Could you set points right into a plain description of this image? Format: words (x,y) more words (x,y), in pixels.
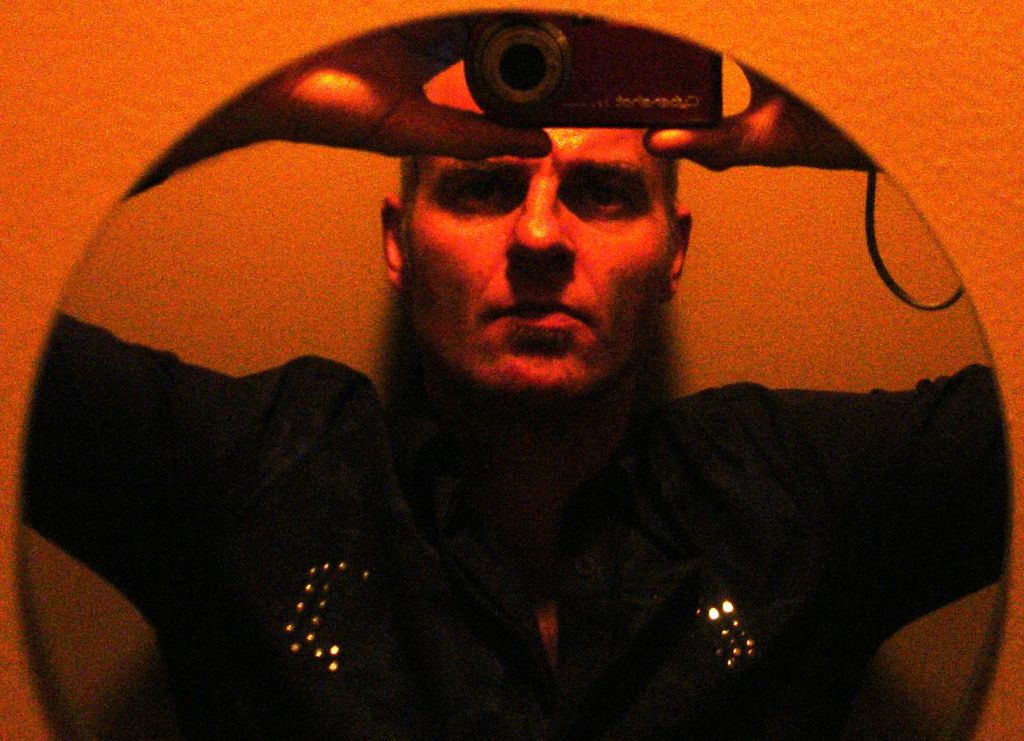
In this image I can see the orange colored wall (101,83) and a mirror (259,82) attached to it and in the mirror (592,205) I can see the reflection (581,317) of a person (570,416) wearing black colored dress (390,572) is holding a camera (581,109).
